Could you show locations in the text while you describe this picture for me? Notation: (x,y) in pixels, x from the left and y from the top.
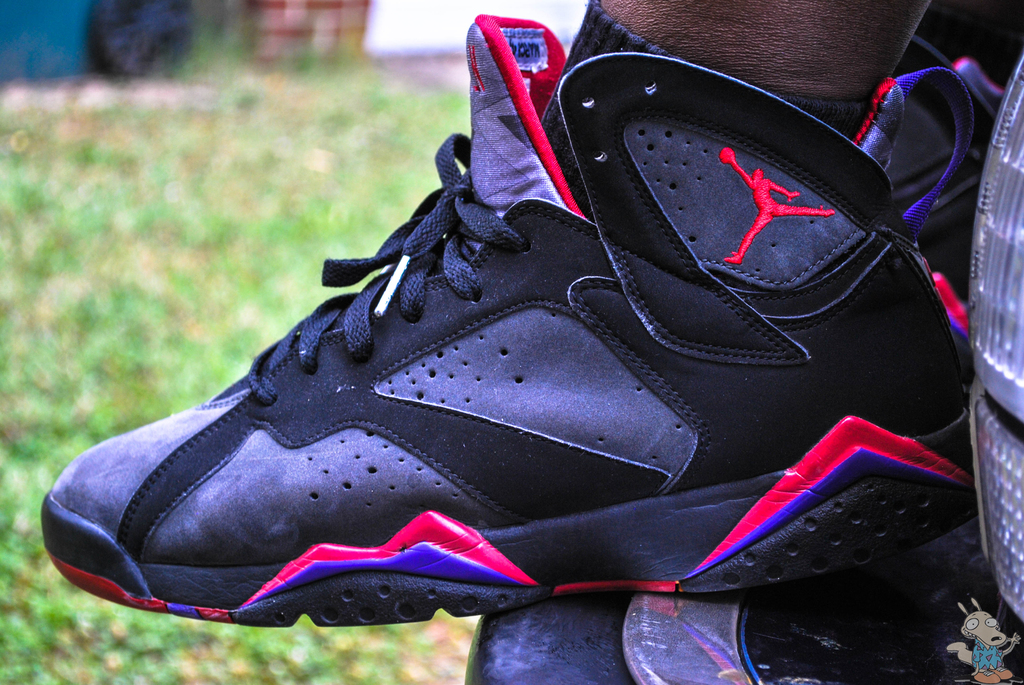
In this image, we can see a shoe (525,334). There is an object (816,653) in the bottom right of the image (858,626). In the background (46,473), image is blurred.
